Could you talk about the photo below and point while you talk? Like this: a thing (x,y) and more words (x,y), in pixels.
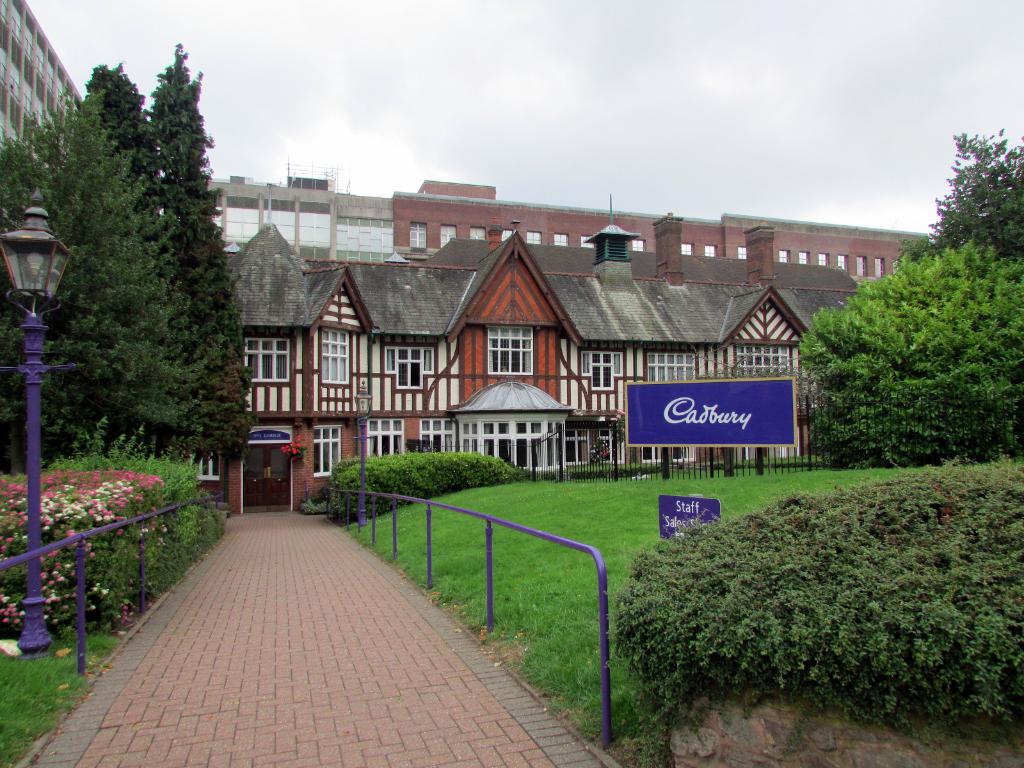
In this image on the right side (847,536) and left side (171,524) there are some plants (804,555) and flowers (3,495), boards (689,509), pole (38,477), light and railing (82,625). At the bottom (227,639) there is a walkway (318,587) and in the background (268,301) there are some buildings (465,288), at the top (435,72) there is sky (435,72).
